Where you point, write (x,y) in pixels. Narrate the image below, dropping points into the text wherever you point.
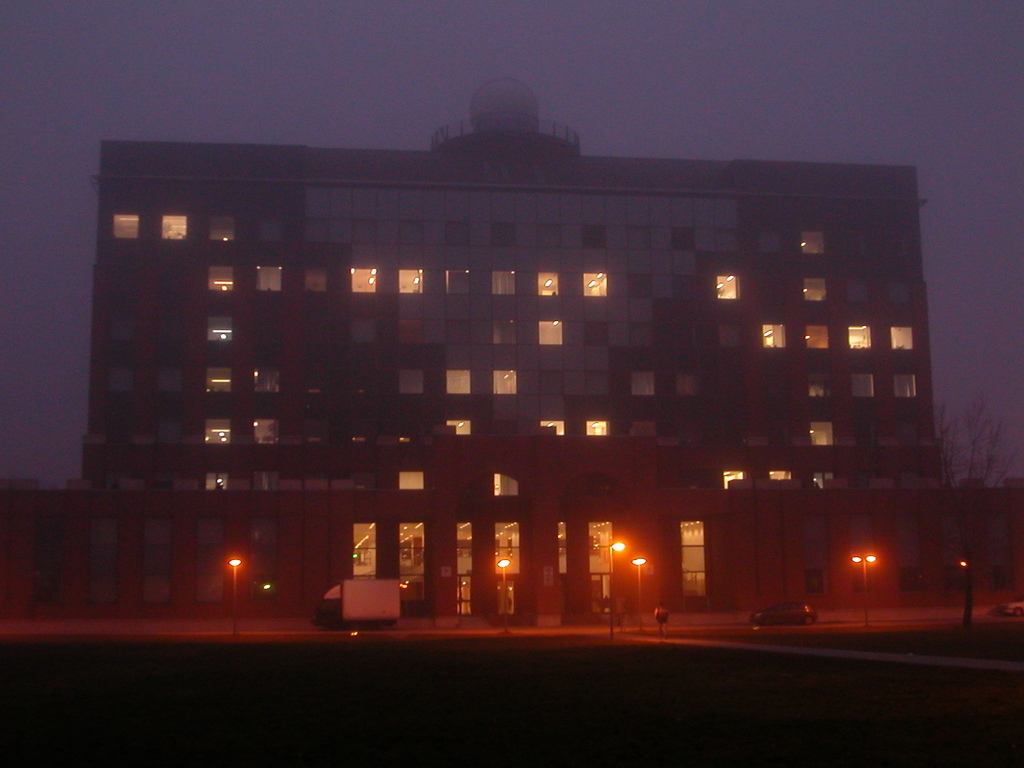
In this image there is a building (659,459), in front of the building (489,616) there is a road (801,632), on that road (676,622) there are vehicles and light poles (233,629).
